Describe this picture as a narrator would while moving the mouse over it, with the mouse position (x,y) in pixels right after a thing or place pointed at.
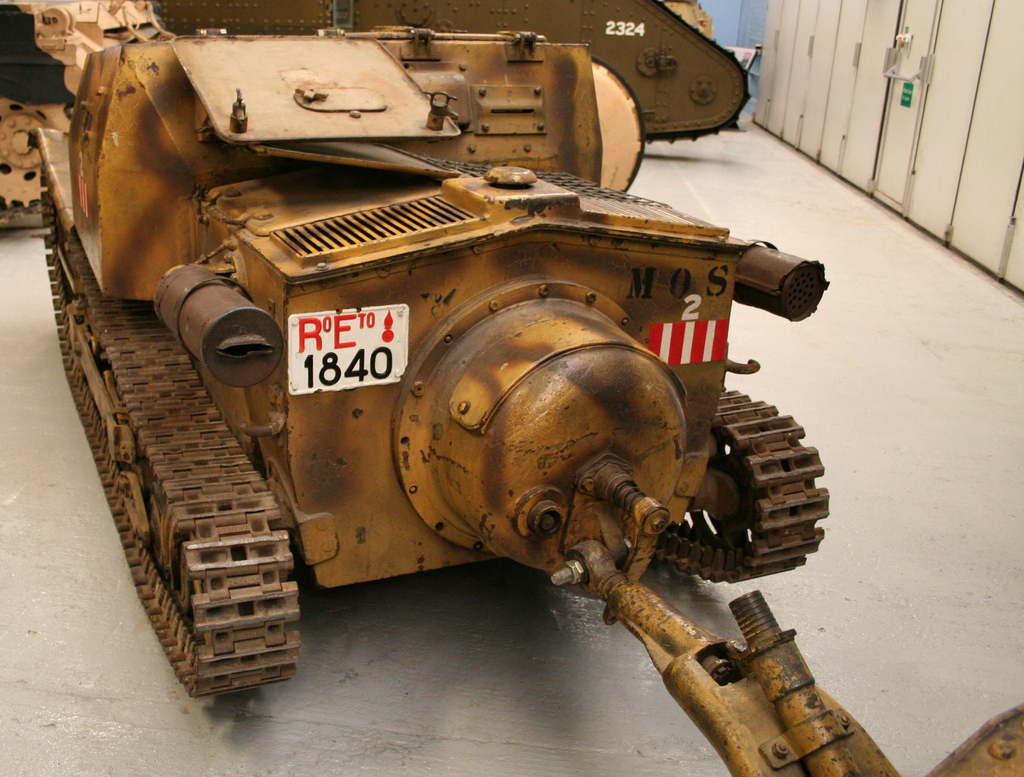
In the picture there is some ancient vehicle (506,215) kept on the floor (75,500) and beside the vehicle (558,450) there is a blue wall (756,22) and beside the wall (743,24) there are some doors (875,144).
